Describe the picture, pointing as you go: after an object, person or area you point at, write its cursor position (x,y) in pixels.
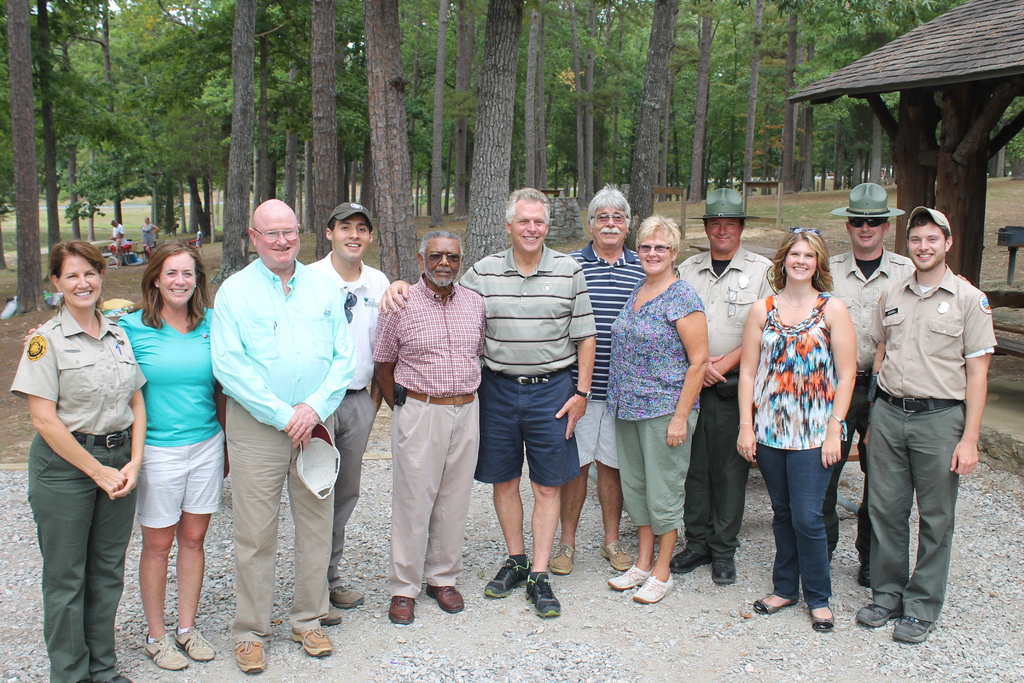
There are many people (493,343) standing. Some are wearing hats (879,204) and caps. One person (298,300) is wearing specs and holding a cap (336,479). In the back (224,163) there are many trees (586,84). On the right side (901,90) there is a shed (914,121). In the background (115,239) there are few people (151,227).
